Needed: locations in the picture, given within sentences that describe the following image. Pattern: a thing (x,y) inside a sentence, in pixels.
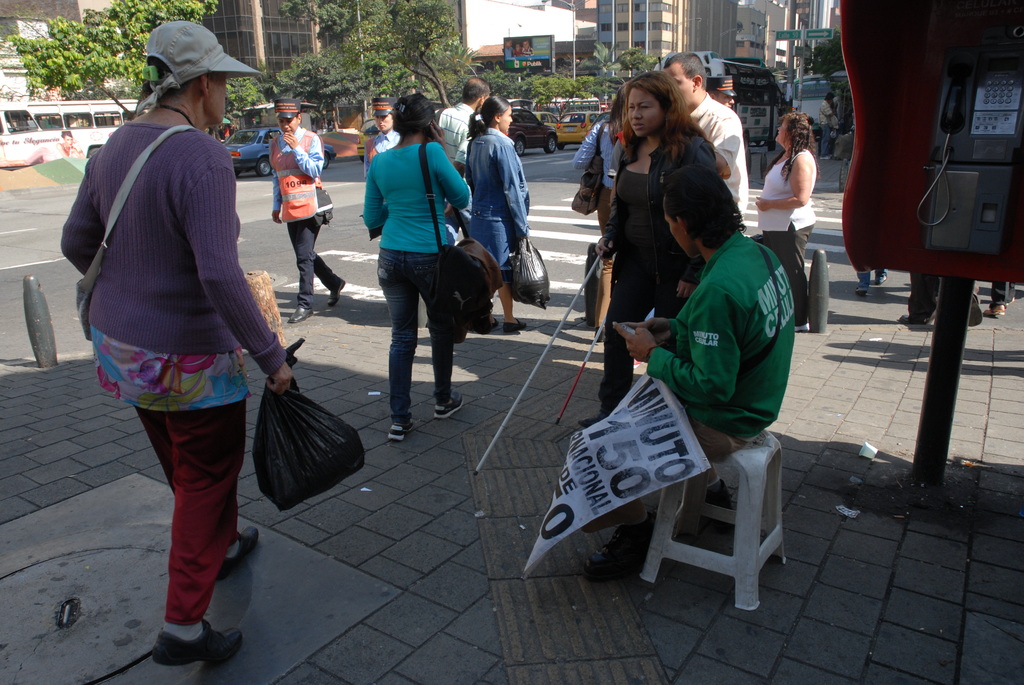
In the image on the footpath (428,393) there are few people (395,328) standing. There are few people (238,383) holding black covers (520,257) and there is a lady (414,157) with black bag (486,300). And also there are few people (380,105) with caps (191,66) on their heads (202,92). There is a man (729,403) sitting on the stool (754,521) and there is a poster (592,452) on his legs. On the right side of the image (889,251) there is a pole (938,377) with telephone (960,197). In the background (20,215) there is a road (34,213) with vehicles (65,103). And also there are trees (605,74), buildings (583,34) and poles (791,23) with sign boards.
